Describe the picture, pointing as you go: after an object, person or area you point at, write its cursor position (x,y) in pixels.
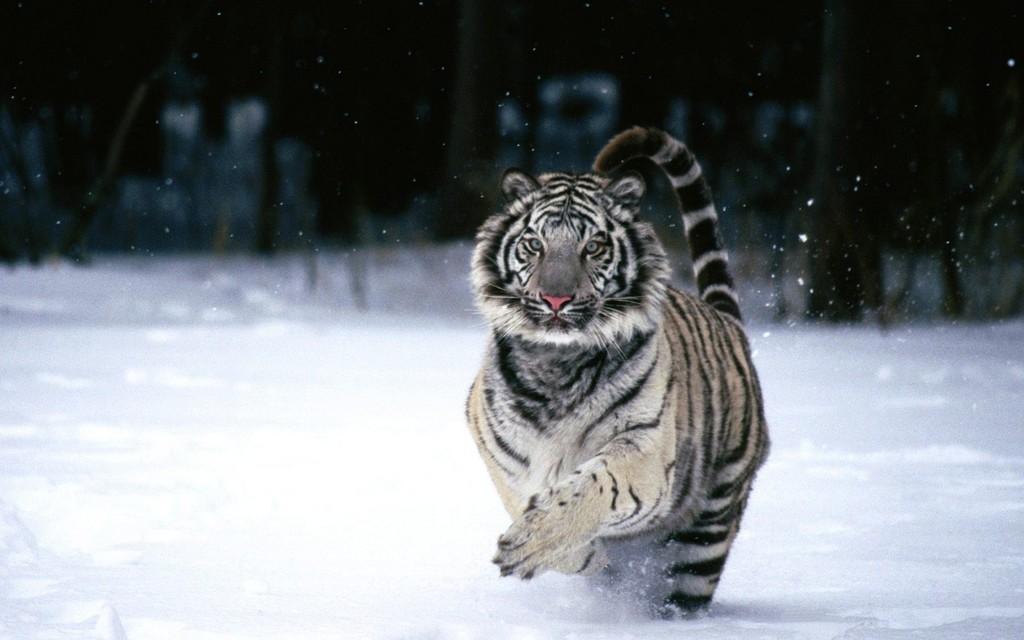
In this image there is a tiger (619,446) on a snowy surface (860,477), in the background (781,97) it is dark.
